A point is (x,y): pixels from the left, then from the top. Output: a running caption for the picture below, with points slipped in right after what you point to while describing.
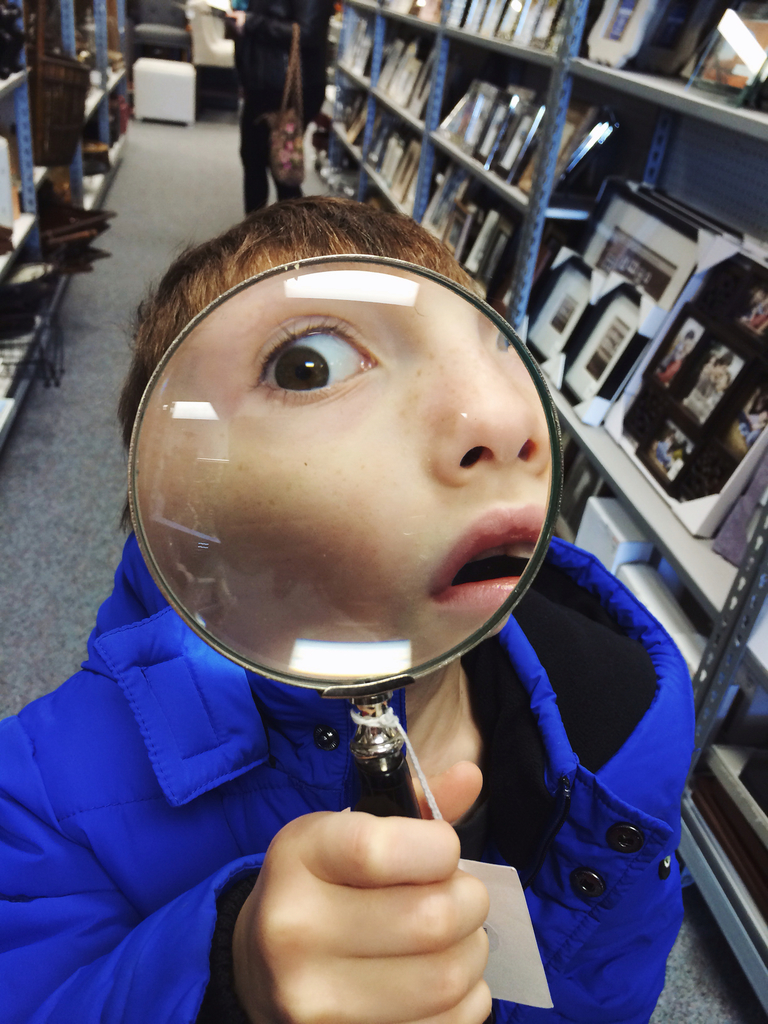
In the center of the image (280,536) a person (377,492) is standing and holding a magnifying glass (472,530). In the background of the image (744,238) we can see racks (757,203), photo frames (714,344). At the top of the image (252,18) we can see a person (256,18) is standing and carrying a bag (284,122). At the top of the image (177,87) we can see a table (172,101). In the background of the image (202,147) we can see the floor (121,204).
